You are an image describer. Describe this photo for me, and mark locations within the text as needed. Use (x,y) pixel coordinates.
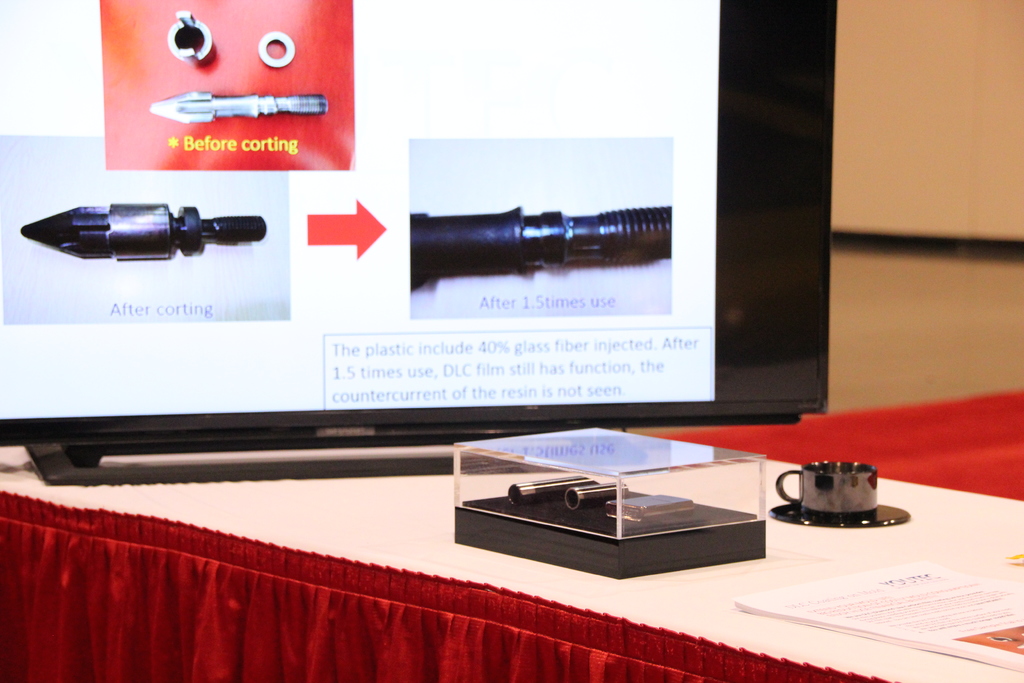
In this image there are papers (869,589), cup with a saucer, metal rods (590,503) in a glass box (713,479) and a television (551,357) with metal parts photos (456,250) on the screen (391,215), which are on the table (297,490).
